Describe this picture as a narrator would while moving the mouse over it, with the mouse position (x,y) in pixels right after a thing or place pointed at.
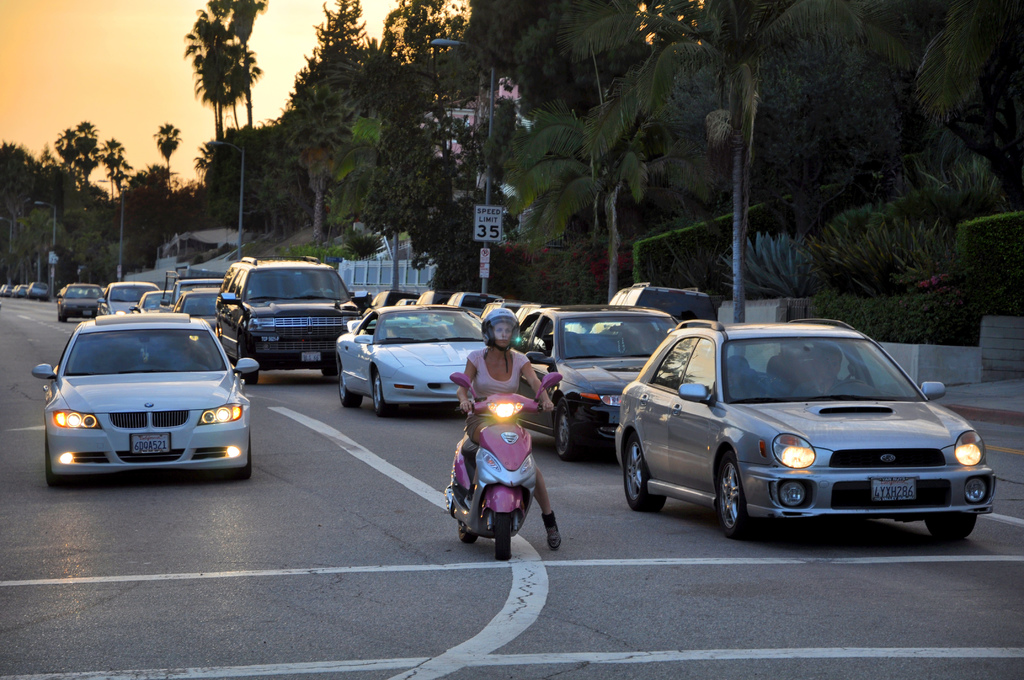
In this image I can see few vehicles (608,436) on the road (128,507). I can see few trees (614,122), poles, boards (495,231), sky (378,32) and the light poles (431,43).
